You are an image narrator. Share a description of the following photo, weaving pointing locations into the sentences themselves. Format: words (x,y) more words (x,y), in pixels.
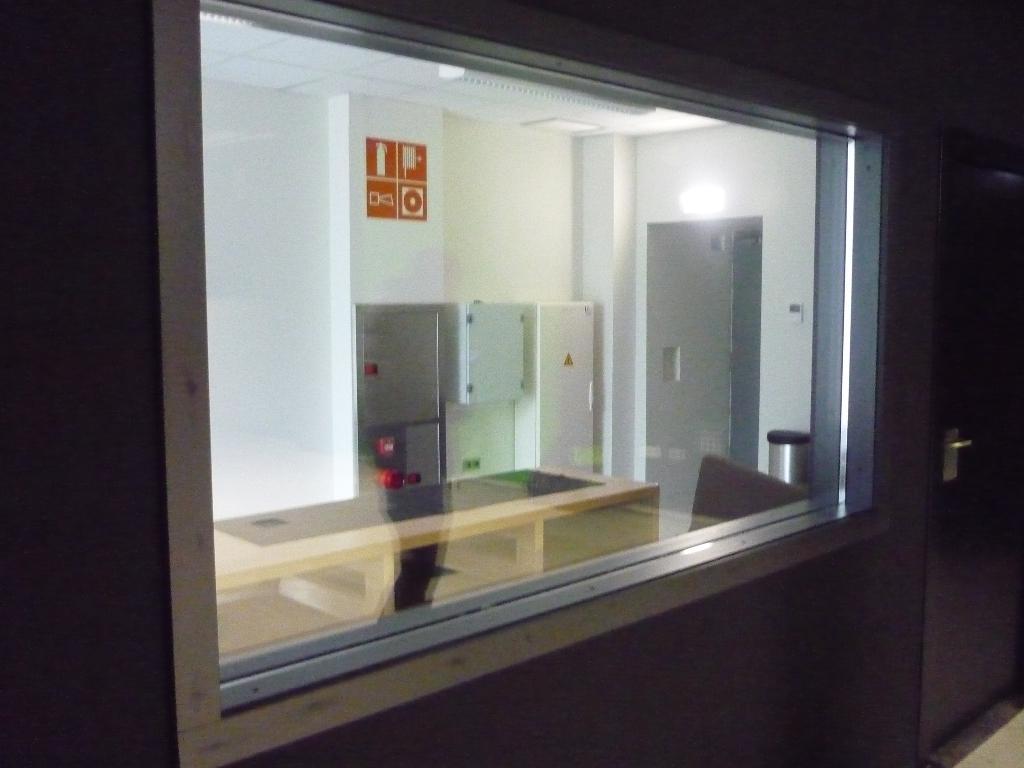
In this picture, in the middle (446,430) it is a glass wall (455,432). Inside this on the right side (721,212) there is a light (693,205).
